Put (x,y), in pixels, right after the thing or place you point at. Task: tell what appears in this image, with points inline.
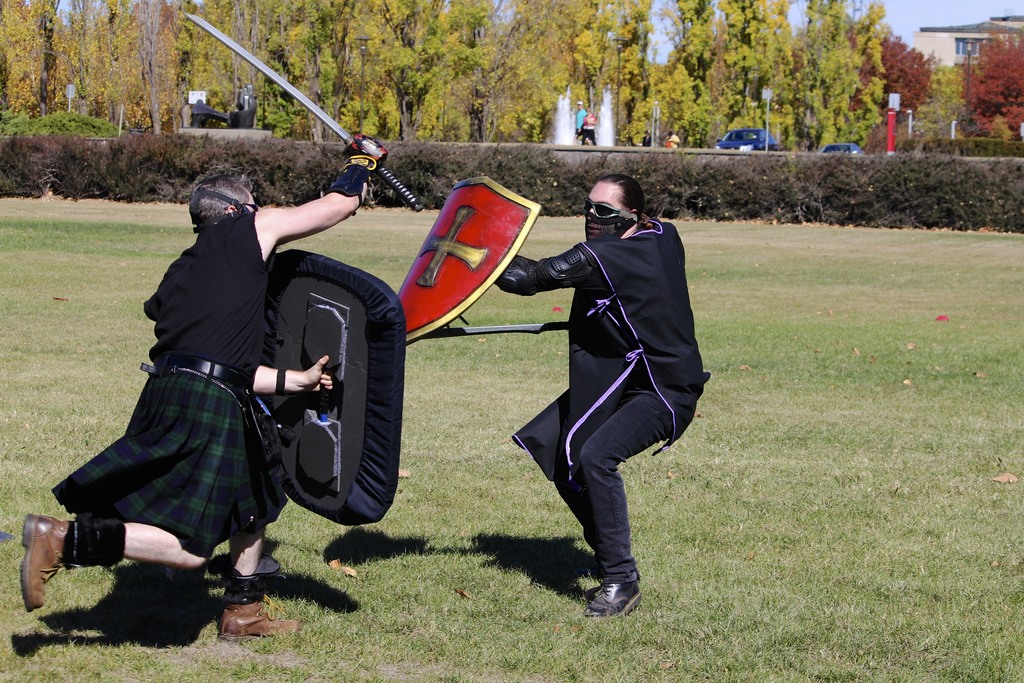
Here in this picture we can see two men (652,286) sword fighting with each other and we can see they are holding shields (316,438) and wearing costumes (157,362) with goggles (210,196) and mask (242,213) and we can see the ground (998,623) is fully covered with grass (555,362) and in the far we can see plants (420,187) and trees (552,90) present and we can see vehicles (770,146) present on the road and we can see the sky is clear.
